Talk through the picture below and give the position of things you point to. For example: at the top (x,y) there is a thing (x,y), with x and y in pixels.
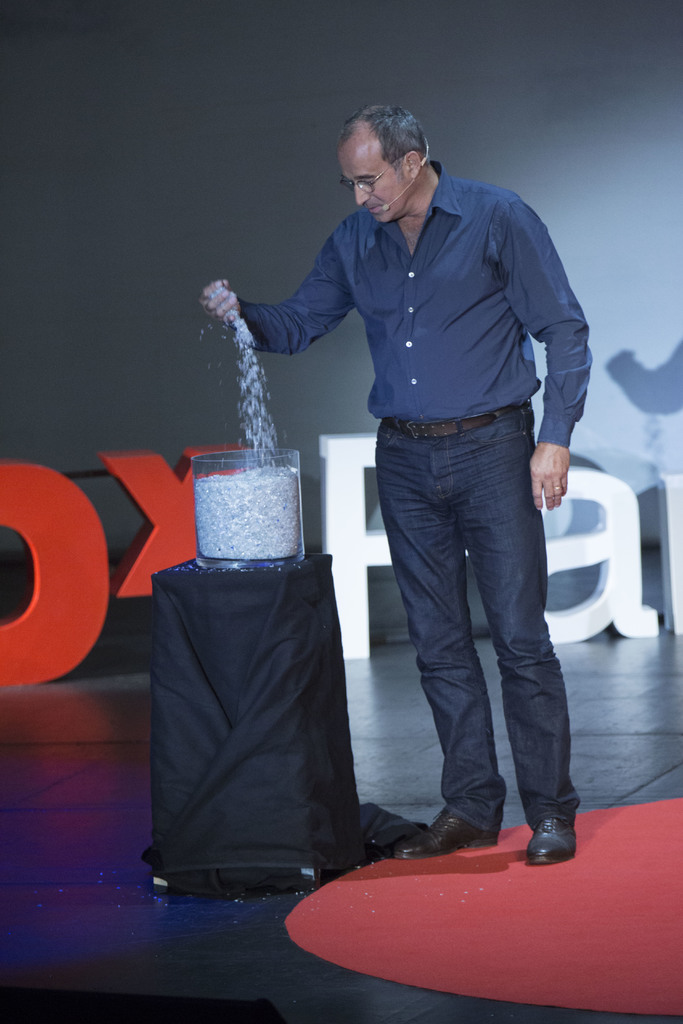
In the center of the image (417,364) we can see a man (434,336) standing and pouring something into the beaker (242,496) which is placed on the stand (193,704). In the background (620,417) there is a board (614,503).
